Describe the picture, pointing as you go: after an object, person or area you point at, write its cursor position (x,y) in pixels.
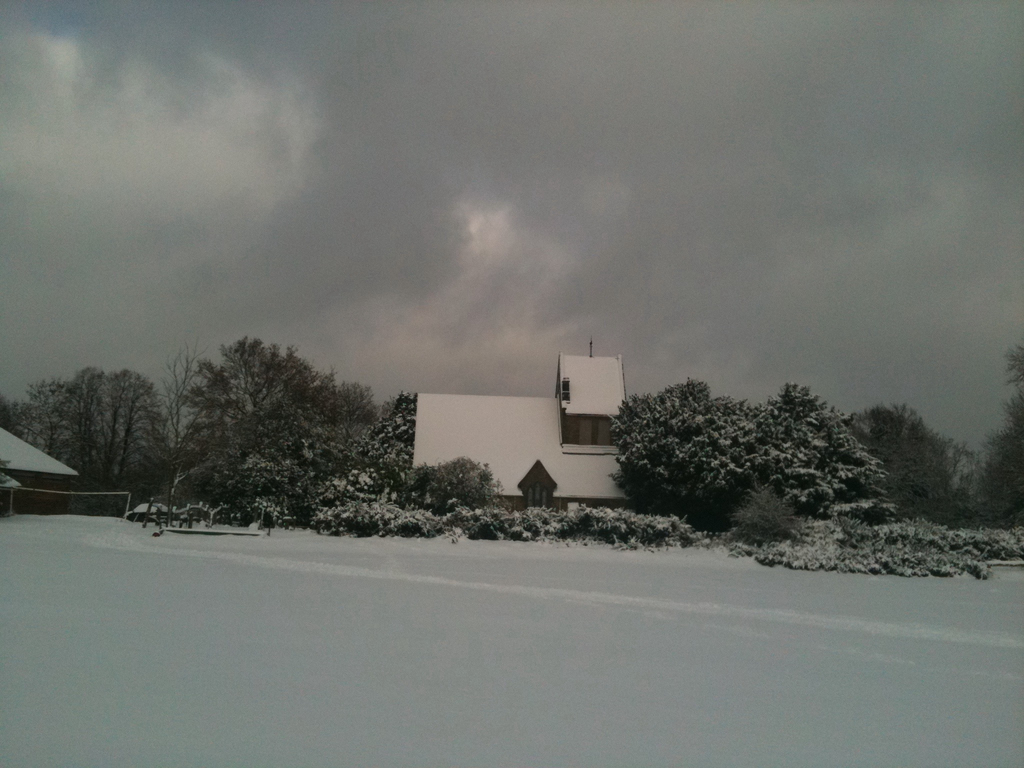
This is a colour picture, in the back (533,468) there is a building (523,476) with trees (417,476) on either side of it and above it is sky (183,213).
